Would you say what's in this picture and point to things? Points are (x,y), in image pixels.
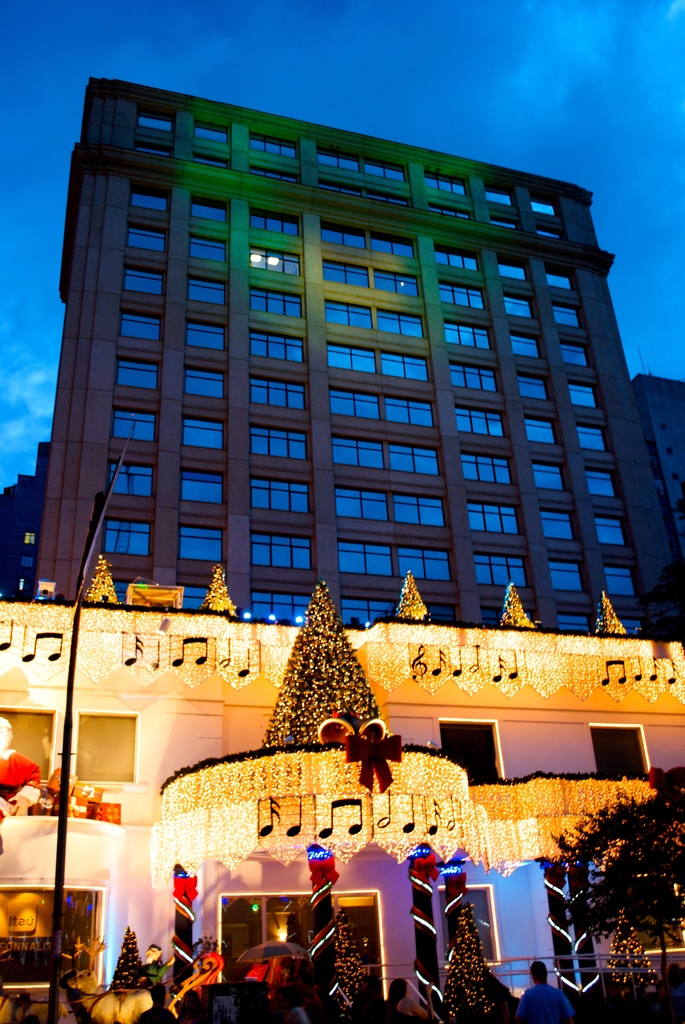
In front of the picture, we see a building (115,691) which is decorated with lights (209,636). Behind that, we see buildings (313,448). At the bottom of the picture (407,988), we see people (154,1010) standing. We see trees (629,950) decorated with lights (483,978). In the right bottom of the picture (612,886), we see a tree (591,913) and in the left bottom of the picture (56,1011), we see a pole (60,864). At the top of the picture (299,88), we see the sky (409,133), which is blue in color.
